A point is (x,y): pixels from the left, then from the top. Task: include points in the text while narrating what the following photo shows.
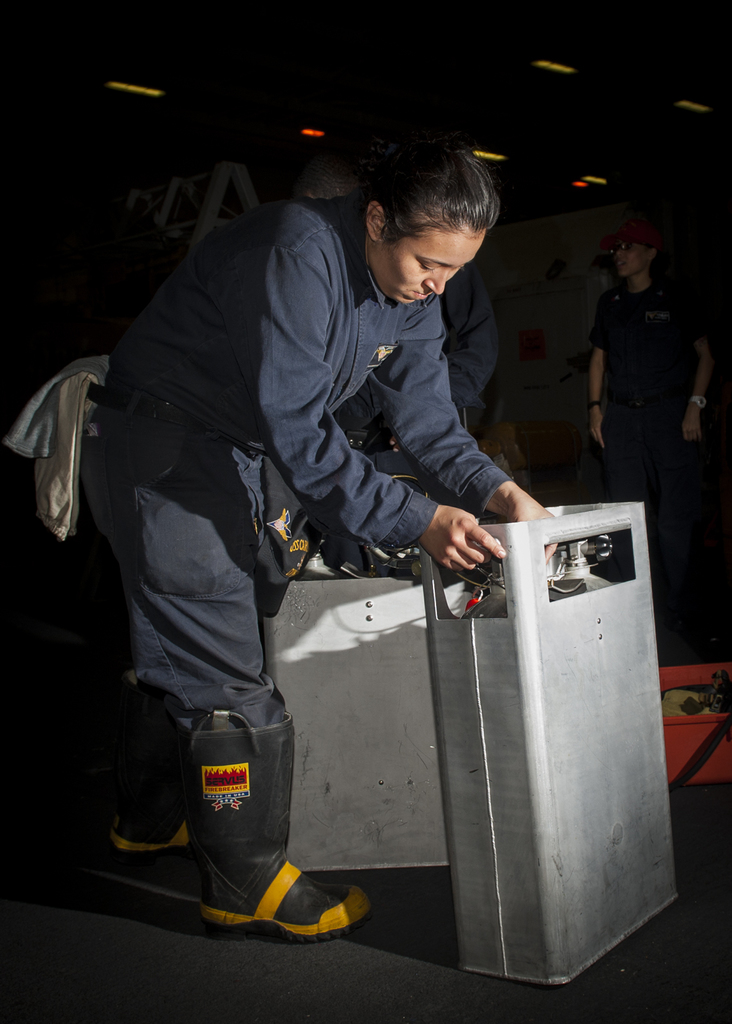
In this image on the foreground (259,520) there is a lady (331,310) wearing blue suit (204,532). She is holding a machine (428,577). In the background (613,409) there are few other people (677,430). On the ceiling (373,121) there are lights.
